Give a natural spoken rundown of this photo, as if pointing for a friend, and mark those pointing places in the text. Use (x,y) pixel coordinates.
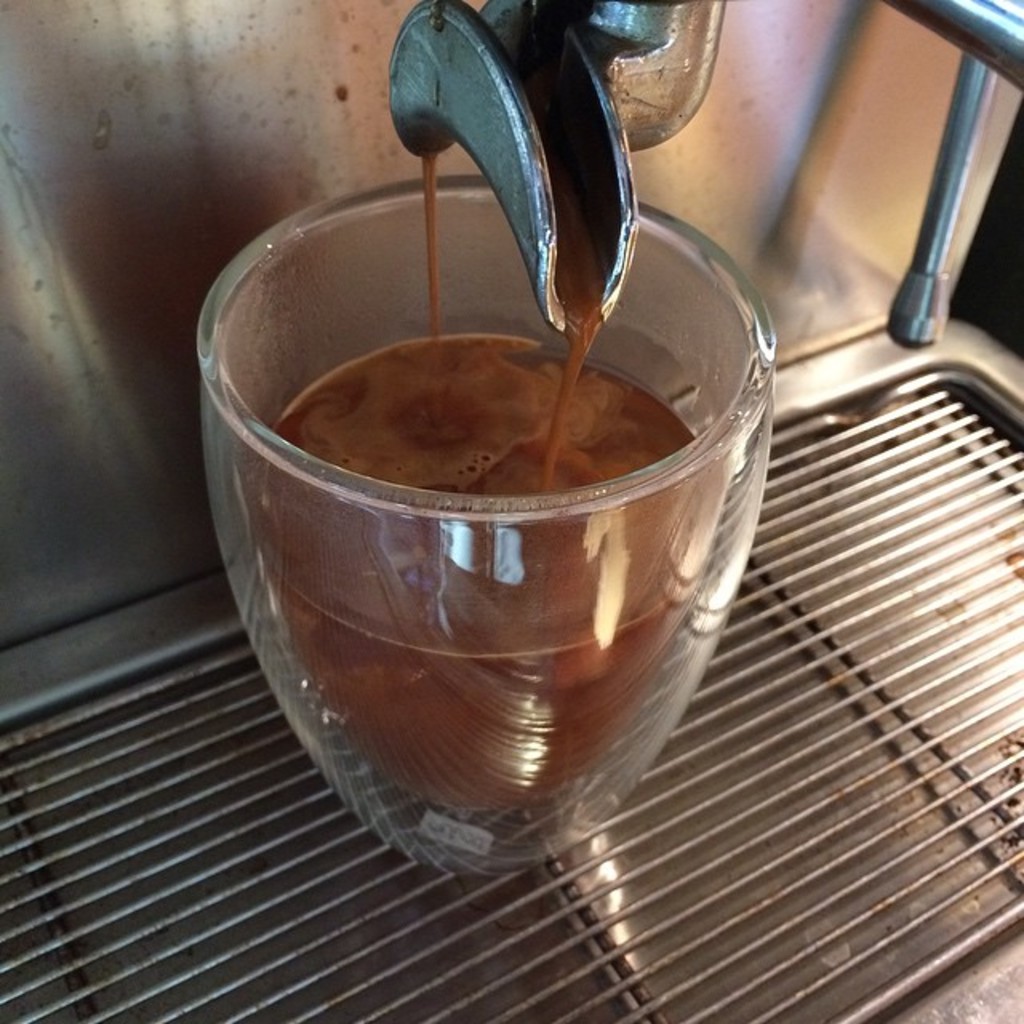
In the picture we can see a part of coffee machine (910,767) with an outlet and coffee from it, under it we can see a glass (499,302) is being filled with coffee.
